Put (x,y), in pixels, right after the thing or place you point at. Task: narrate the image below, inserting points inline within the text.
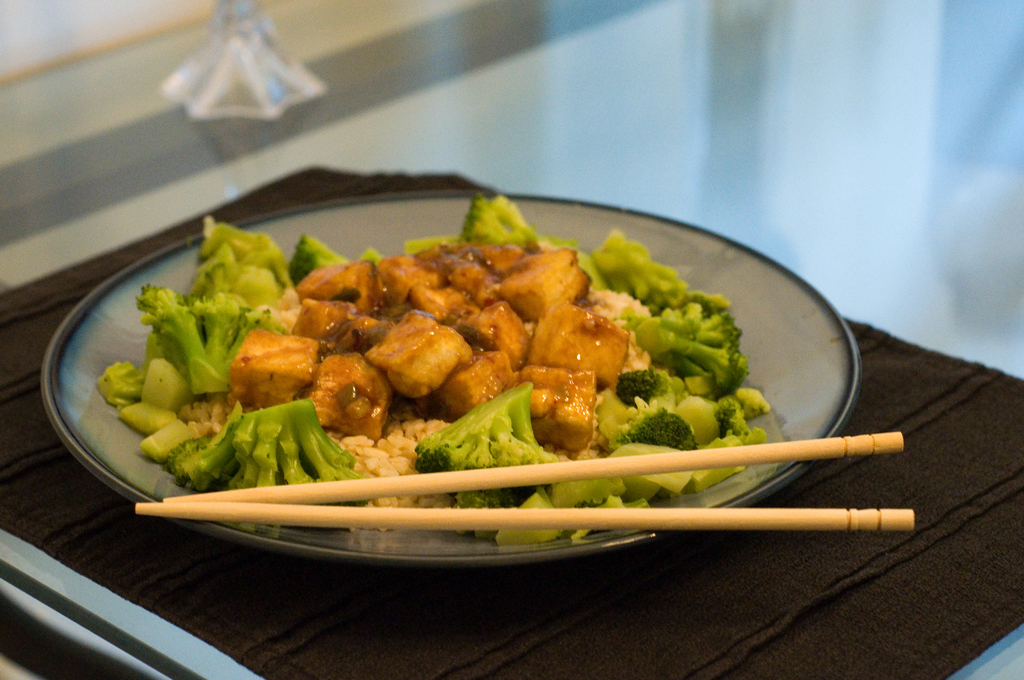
In this image there is a plate (136,494) and in the plate (136,480) there is some food (352,443), and there are chopsticks (316,505). At the bottom (241,628) there is a cloth (901,607), and in the background (905,154) there might be a table (127,157) and some object (243,69).
